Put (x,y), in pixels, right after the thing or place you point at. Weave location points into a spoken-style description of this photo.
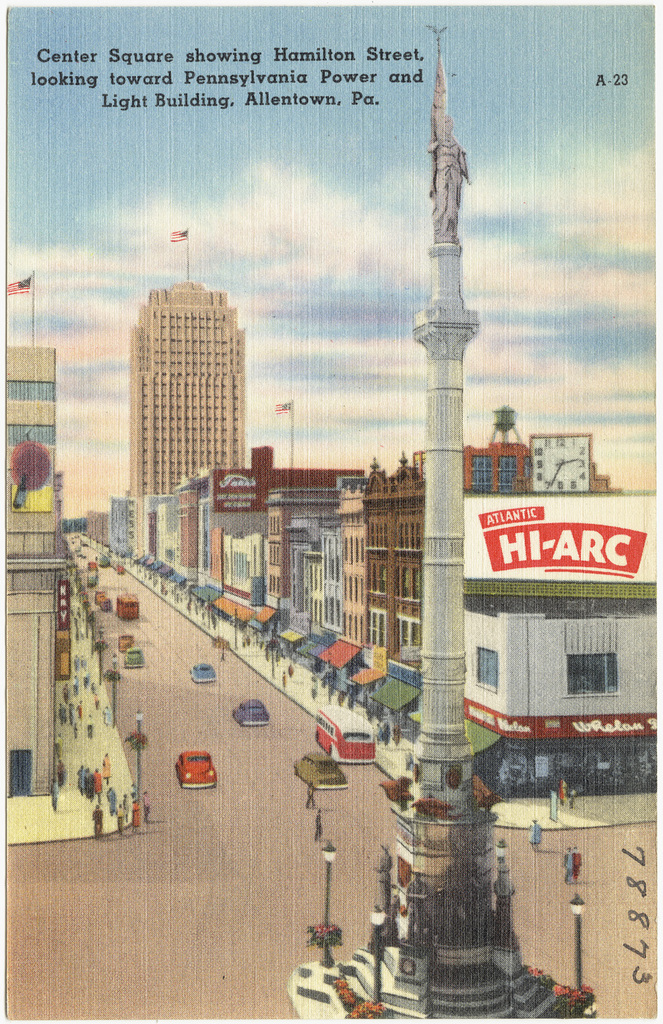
In this image we can see a photograph of a central square Hamilton street (201,657), in this image we can see cars (137,658) passing on the road (205,715) and there are buildings (58,542).
